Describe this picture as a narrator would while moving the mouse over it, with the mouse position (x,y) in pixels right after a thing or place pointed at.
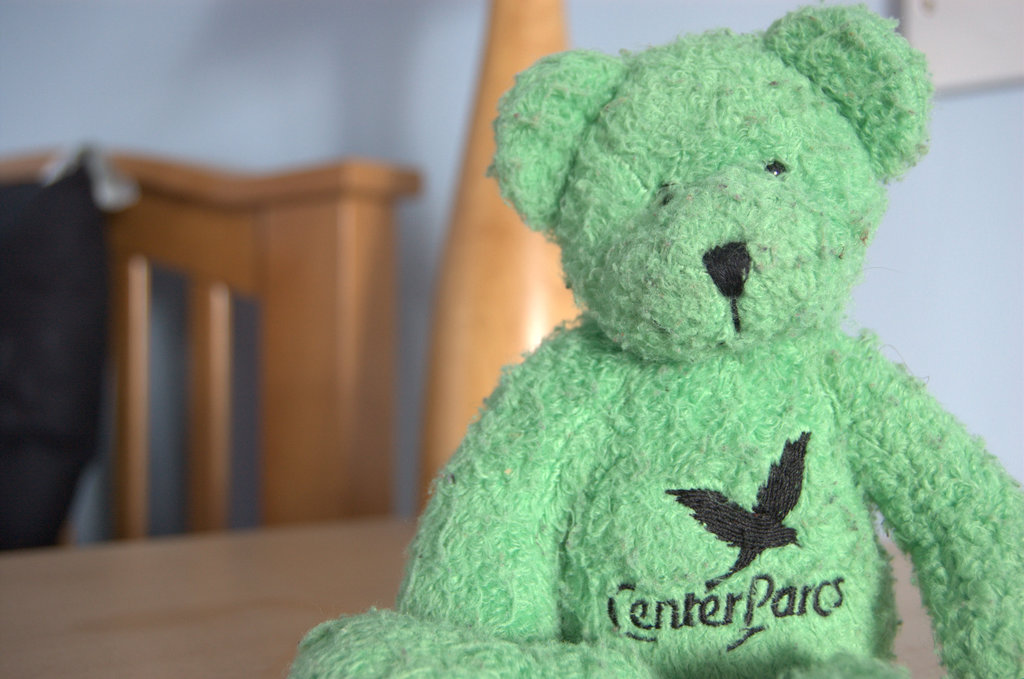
In this picture we can see a teddy (492,447) on the surface (228,629). Behind the teddy (529,647), it looks like a chair (307,363) and there are some objects (480,245) and a wall (355,139).
